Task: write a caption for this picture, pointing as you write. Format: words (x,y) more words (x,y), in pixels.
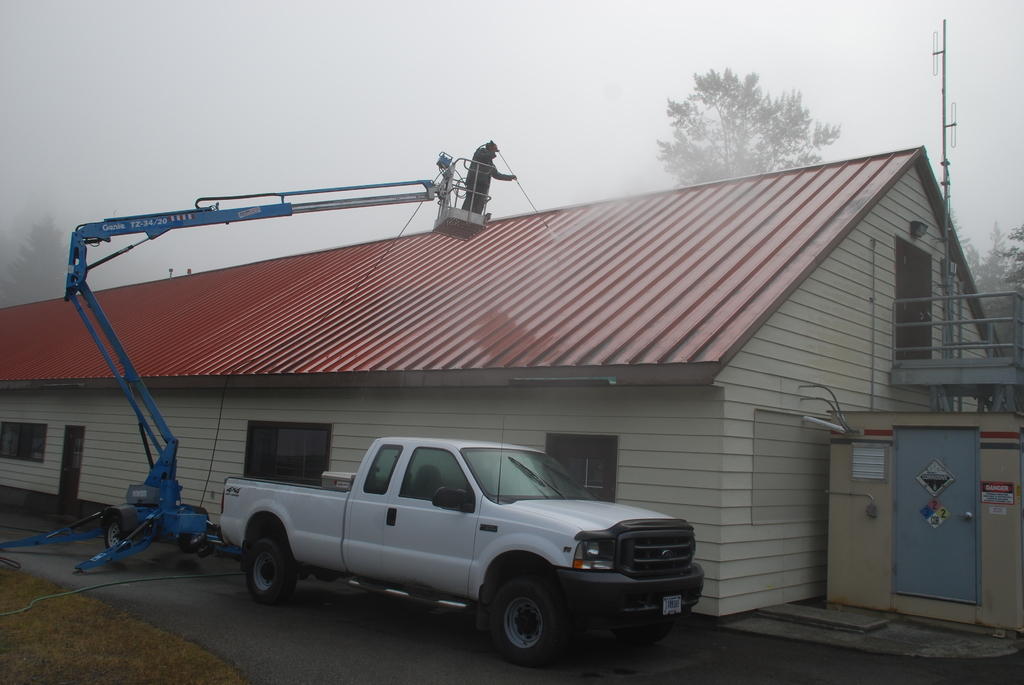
In the picture we can see a house (26,415), shed (39,396) with windows (602,435) and door (82,448) and near to it, we can see a car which is white in color with a trailer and some crane (169,466) on the wheels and a person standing on it and doing some repair to the roof (52,334) and behind we can see some trees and sky (4,119) with clouds (4,119).
